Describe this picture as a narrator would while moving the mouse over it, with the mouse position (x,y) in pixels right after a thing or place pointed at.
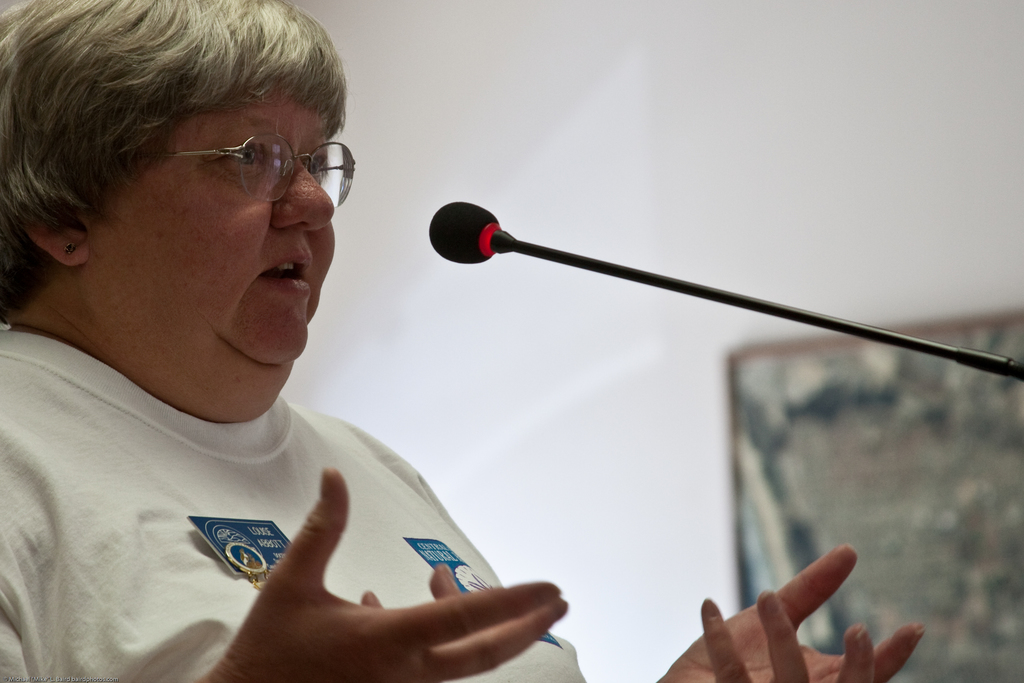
In this picture I can see a person (326,198) with spectacles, there is a mike (454,238), and in the background (786,430) there is a frame (808,414) attached to the wall (739,254).
